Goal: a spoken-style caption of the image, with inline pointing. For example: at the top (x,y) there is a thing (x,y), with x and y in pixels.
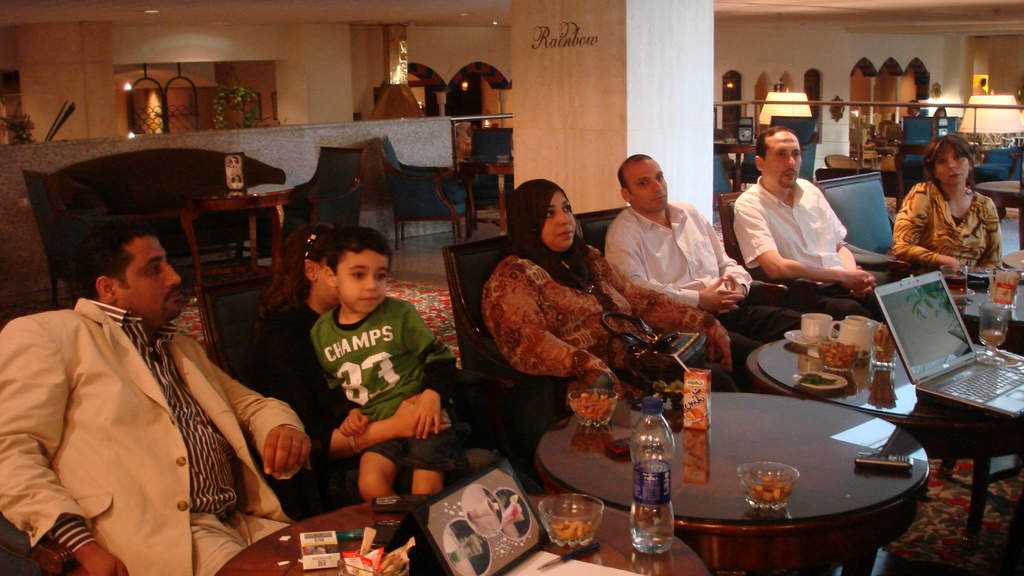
This image is taken inside a room (202,397). There are seven people (349,486) in this room (1004,62), three men (237,405) and three women (967,187) and a kid (433,352). At the bottom of the image (308,575) there is a table (612,555) and there were many things (537,526) on it. At the background (425,153) there is a wall (39,92), windows (167,87), plants (213,100) and pillar (653,90). In this image there were many things (556,519). In the right side of the image (1010,379) there is a laptop (938,356) on a table (875,385).
